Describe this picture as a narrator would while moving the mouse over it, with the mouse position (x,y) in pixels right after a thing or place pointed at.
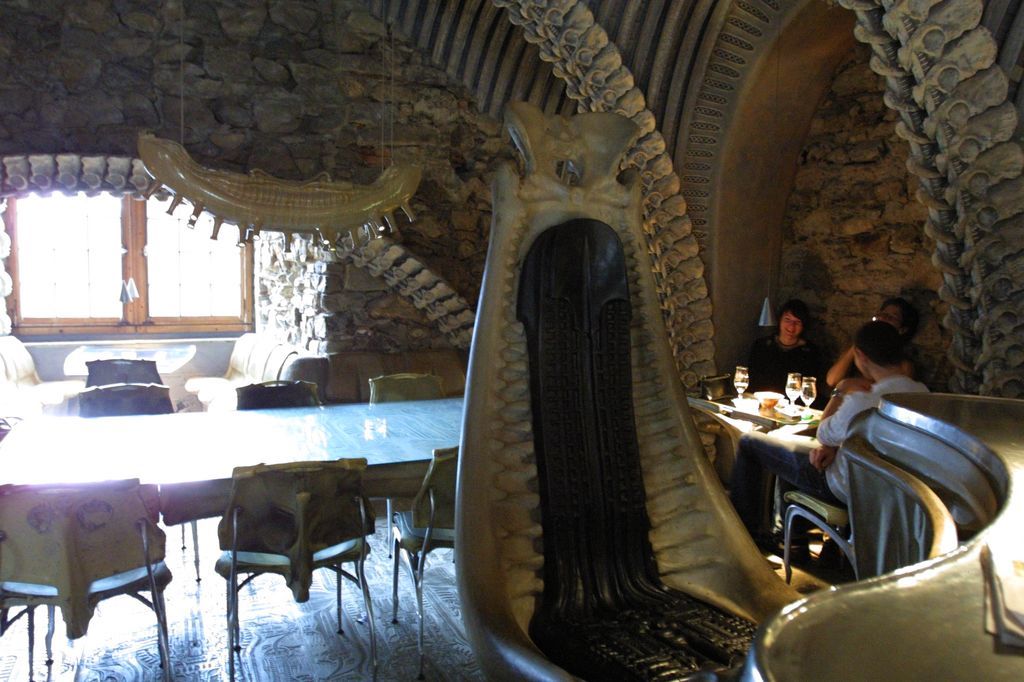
In this room (582,331) there are chairs (135,511), tables (138,429) and a window (154,299). On the right (876,343) there are 3 people (828,433) sitting on the chair (850,482) at the table (729,402). On the table (734,419) there are glasses (790,388) and food items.
